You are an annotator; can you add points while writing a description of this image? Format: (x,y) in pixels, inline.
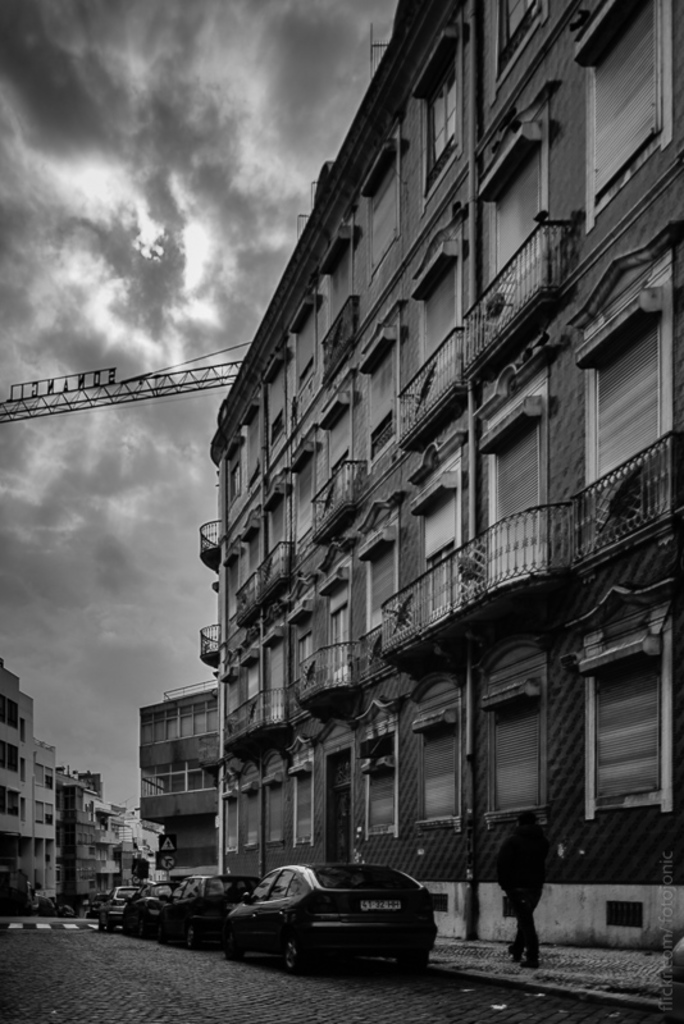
In this black and white image, we can see some cars (221,901). There are buildings (267,652) in the middle of the image (371,426). There is a sky (92,486) on the left side of the image (129,483).
